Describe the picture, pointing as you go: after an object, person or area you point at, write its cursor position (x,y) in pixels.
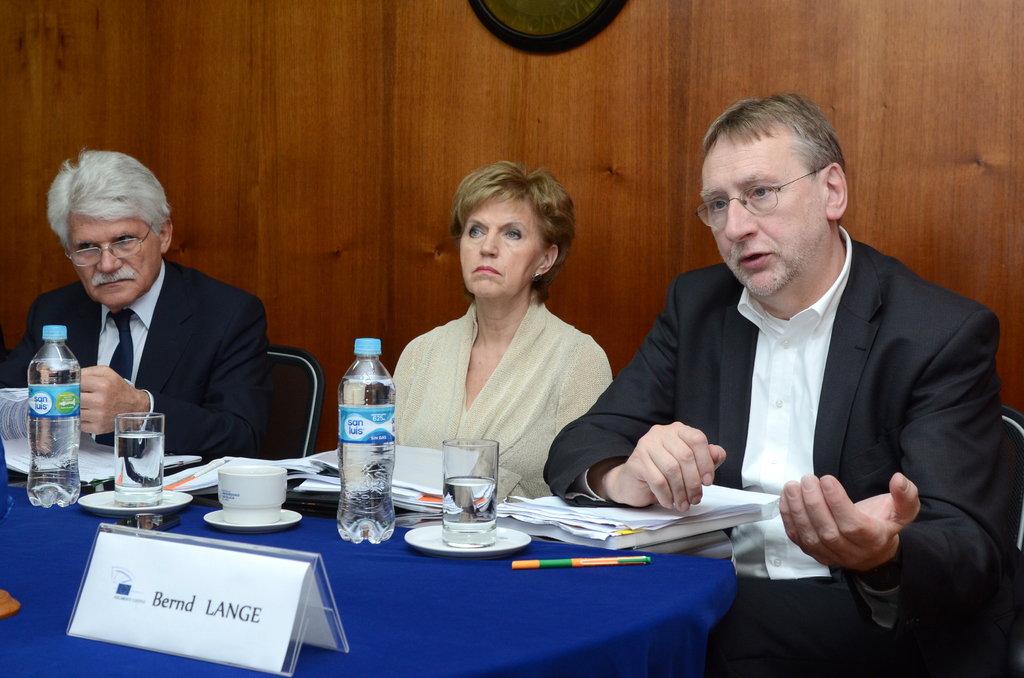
In this image, there are a few people (903,557) sitting. We can see the table (522,603) covered with a cloth (501,604) with some objects (429,527) like bottles (366,359), glasses (136,458) and a cup (244,489). We can also see some papers (681,529) and a board (108,576) with some image (121,584) and text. In the background (340,341), we can see the wooden wall (441,172) with an object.
